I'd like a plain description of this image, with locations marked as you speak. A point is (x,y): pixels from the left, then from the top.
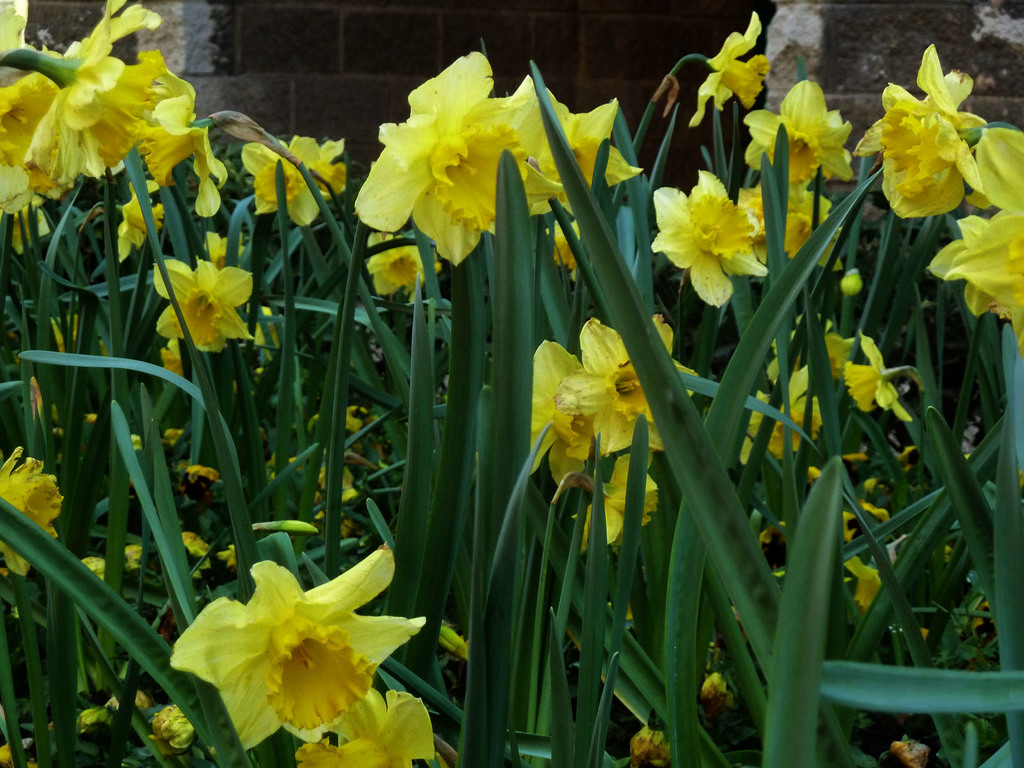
In the foreground (859,283) I can see the flowering plants (570,289). In the background (812,38), I can see the wall (812,38).
